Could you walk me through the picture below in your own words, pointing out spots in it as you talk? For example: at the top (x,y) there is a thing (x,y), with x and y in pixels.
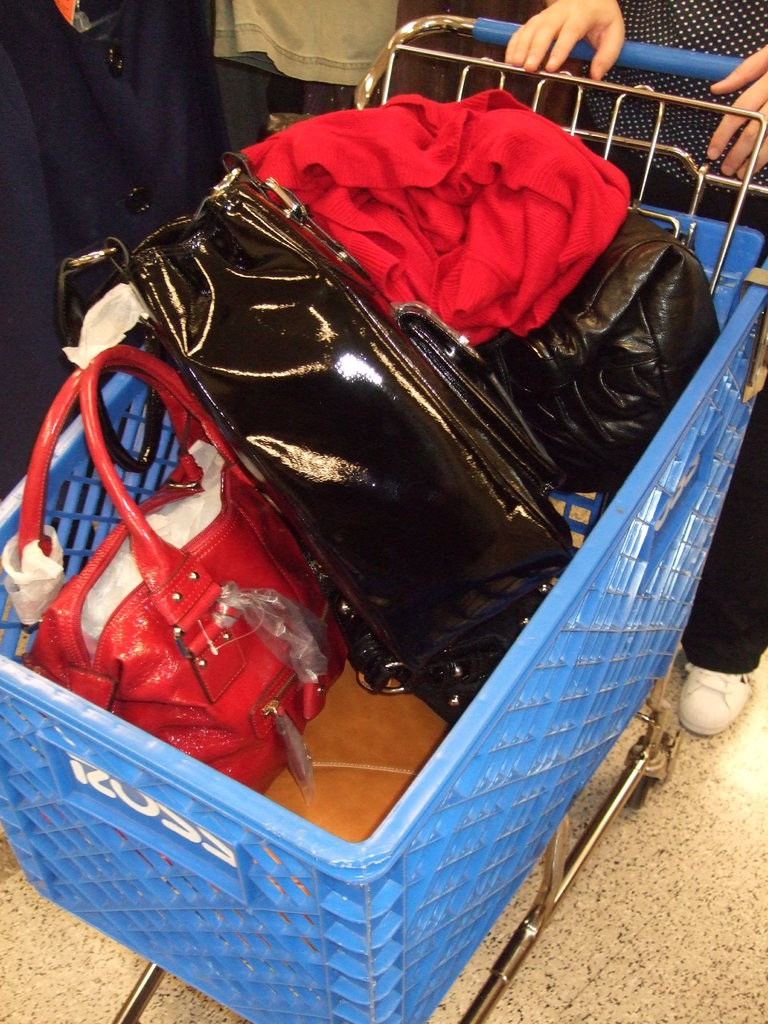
There is a trolley (475,58), with a few bags (333,426) in it. One is in red and the other two are in black. There is red garment (487,233). A woman (730,617) is pushing the trolley (643,62) with a shirt (717,103) of white dots (704,90) in the black background and black pant (721,635). She wears white shoes (720,695).
